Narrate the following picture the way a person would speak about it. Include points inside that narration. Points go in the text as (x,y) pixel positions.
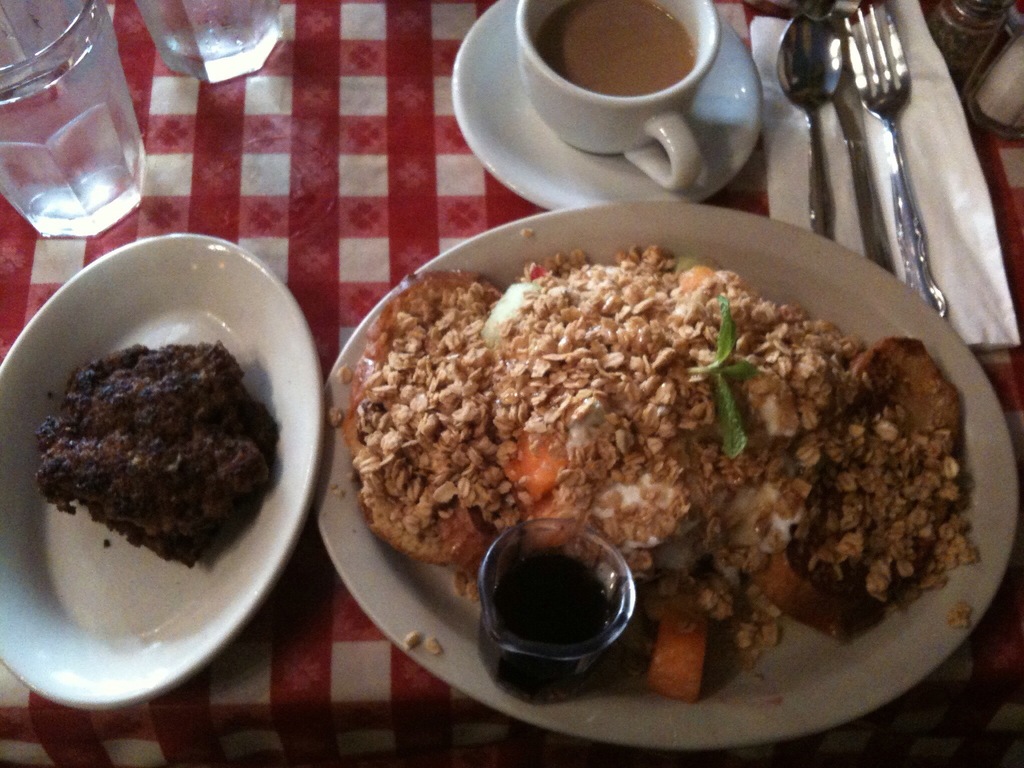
In this image there are plates (8,536) in the center (582,470) and in the plates (126,549) there is food (550,470) and also there is a cup (637,106), in the cup (562,94) there is tea (558,22) and there is a saucer (481,51), spoons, fork (899,138), tissue paper (910,127), glasses (59,55). And at the bottom (302,550) there is a cloth (313,33).
